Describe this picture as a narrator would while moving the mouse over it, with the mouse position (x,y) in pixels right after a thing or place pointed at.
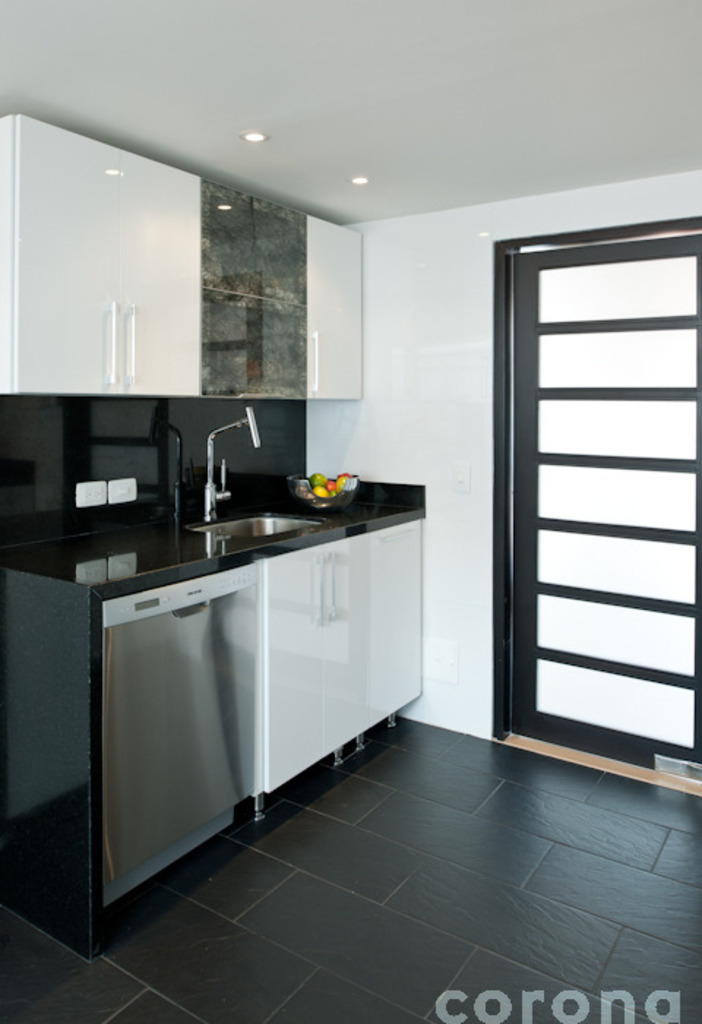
In this image there is a view of inside of a room (462,534), there is floor (447,760) towards the bottom of the image (331,891), there is a sink (216,531), there is a tap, there is a wall (257,468), there are objects (116,503) on the wall (154,485), there is a cupboard (230,396), there is a door (538,351) towards the right of the image (573,361), there is text (532,1006) towards the bottom of the image (566,1016), there are lights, there is roof (379,100) towards the top of the image (400,74).
